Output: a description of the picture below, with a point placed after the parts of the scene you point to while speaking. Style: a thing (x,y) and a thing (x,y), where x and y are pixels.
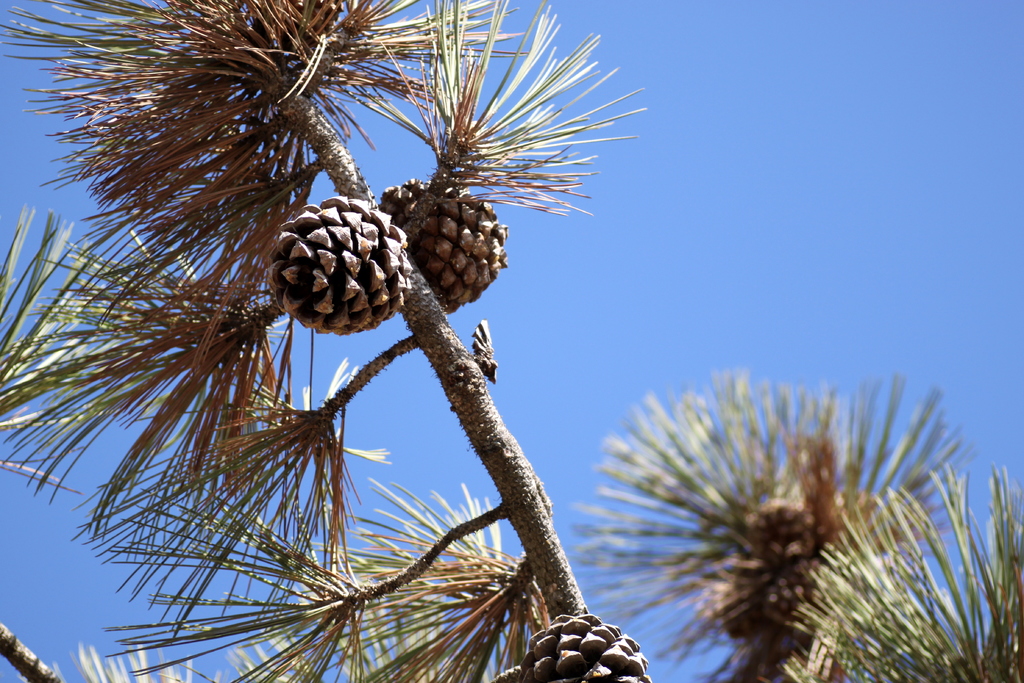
In this image there is a tree (389,254) truncated, there are fruits (369,244) on the tree (419,275), there is a fruit (563,657) truncated towards the bottom of the image (587,657), at the background of the image (633,271) there is the sky (671,197) truncated.
